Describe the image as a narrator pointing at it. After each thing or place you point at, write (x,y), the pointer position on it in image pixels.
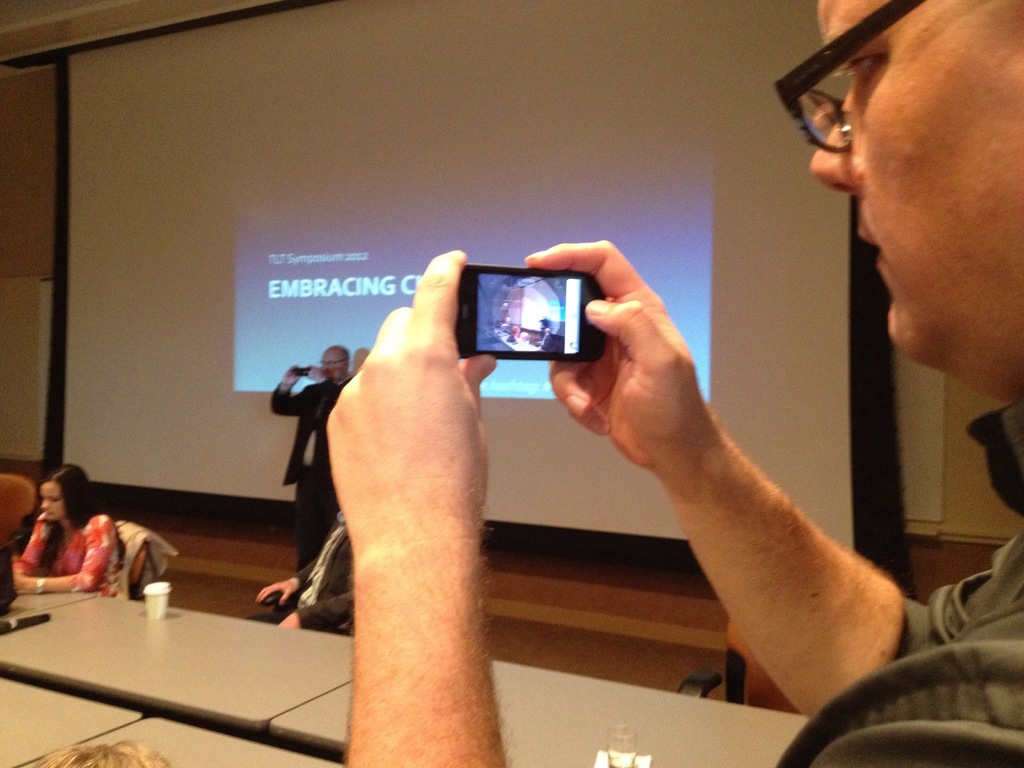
In this image I can see one person (652,359) is holding the mobile (568,286). In front of him there are people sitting and one person (295,465) is standing in-front of the screen (358,176).
